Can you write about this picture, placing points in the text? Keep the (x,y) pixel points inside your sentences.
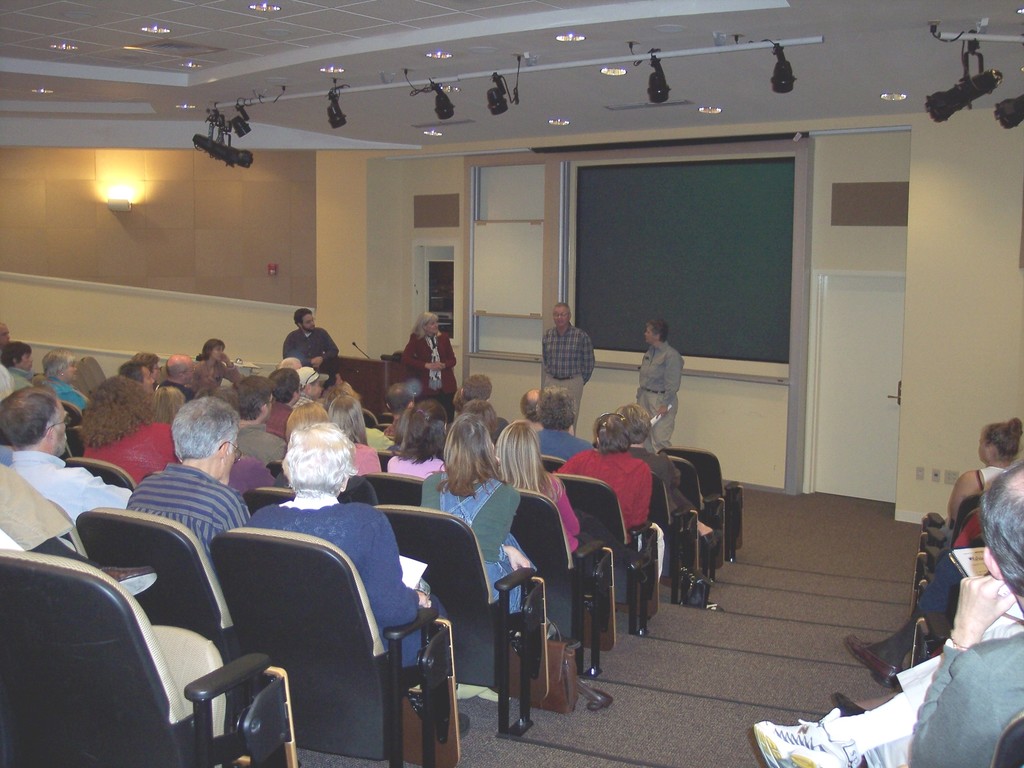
In the image we can see there are lot of people (339,389) who are sitting on chair (700,503) and in front of them there are people (556,336) who are standing.
